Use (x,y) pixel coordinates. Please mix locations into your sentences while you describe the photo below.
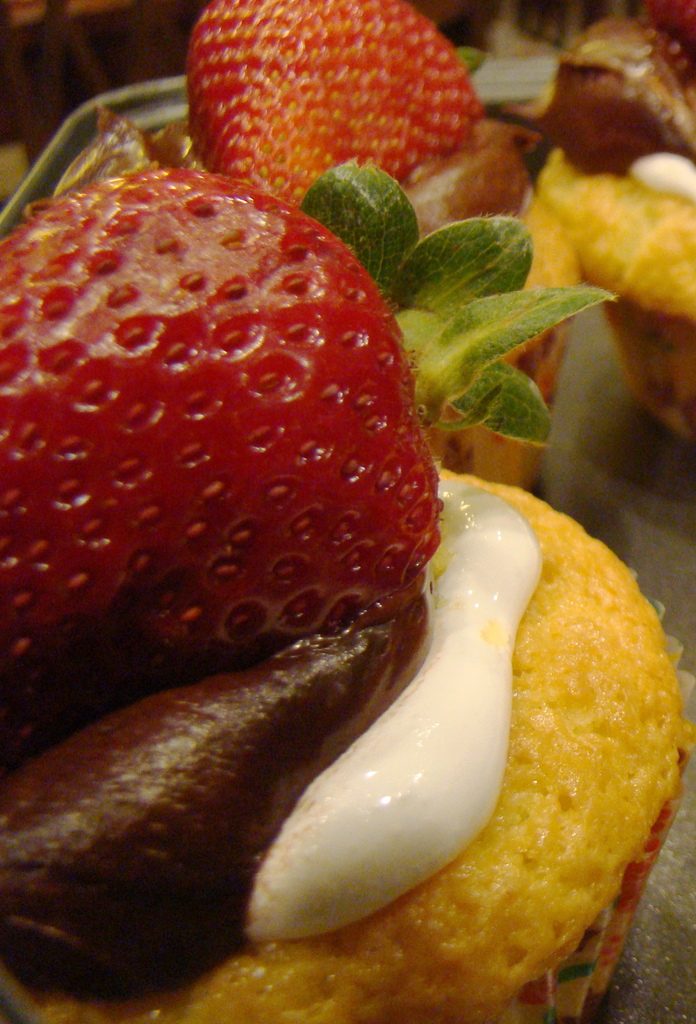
This is the image of cupcakes (273,1014) with strawberries (323,87) on it.
